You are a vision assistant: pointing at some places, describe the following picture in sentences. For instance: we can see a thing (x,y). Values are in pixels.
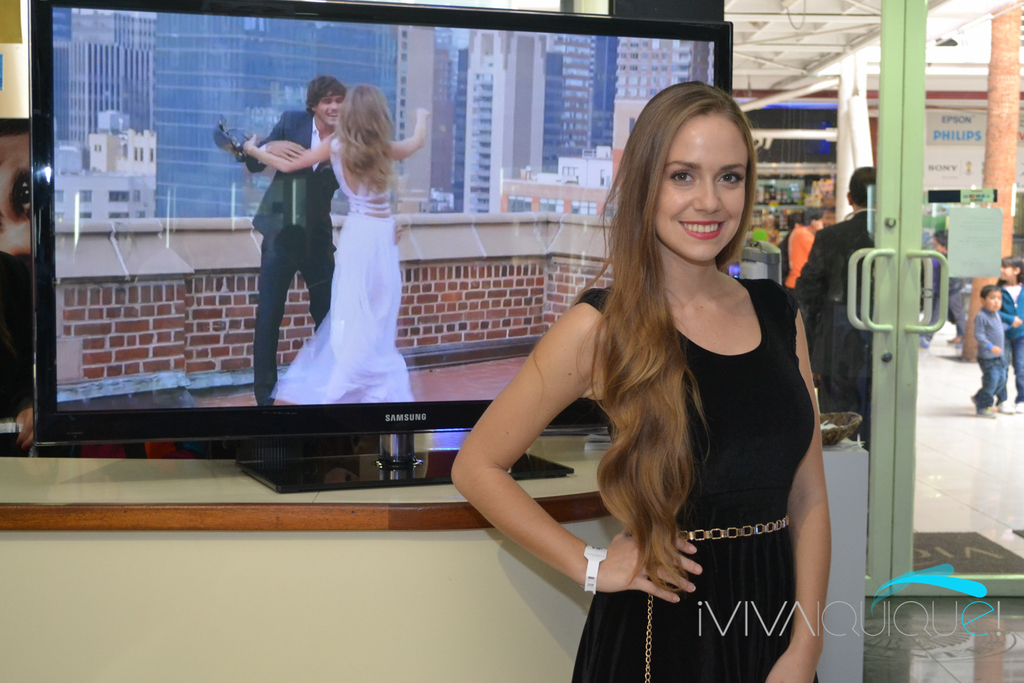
In this picture there is a woman (691,369) standing and smiling and we can see television (457,372) and objects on the table (162,494). We can see glass door (851,271), through this glass door (992,188) we can see people (1013,279), mat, board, tree trunk (996,63), floor (965,457) and objects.
